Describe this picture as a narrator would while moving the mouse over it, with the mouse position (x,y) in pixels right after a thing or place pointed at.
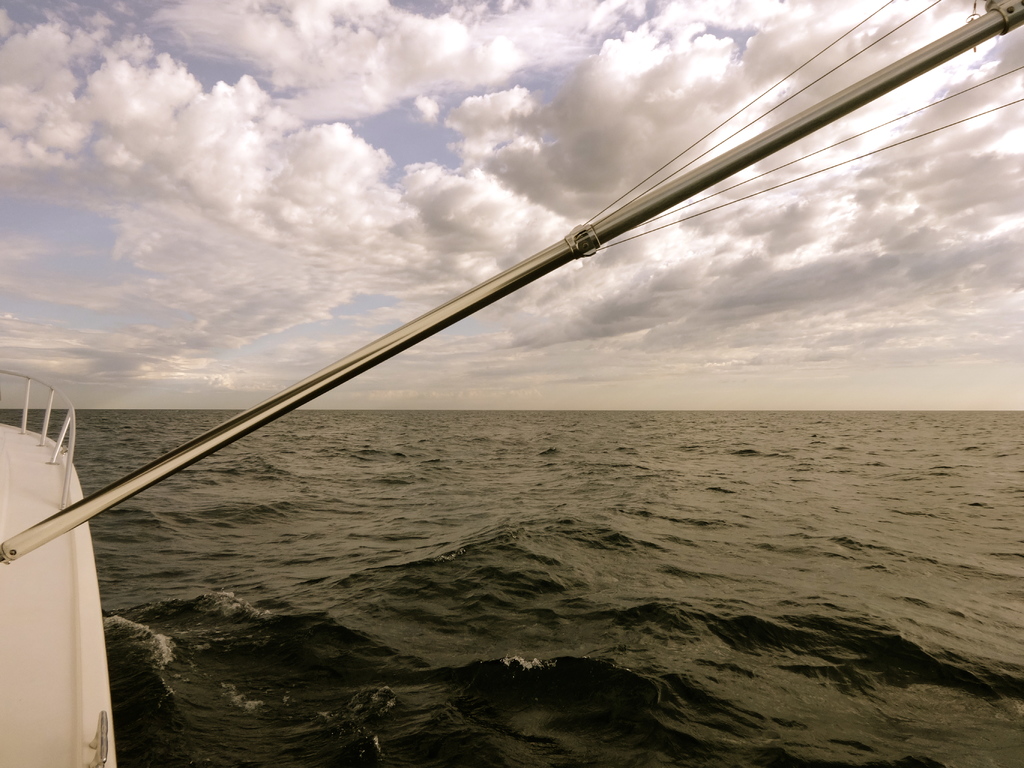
In this picture I can see boat (59,568) in the water (494,521) and I can see a blue cloudy sky (391,166).
